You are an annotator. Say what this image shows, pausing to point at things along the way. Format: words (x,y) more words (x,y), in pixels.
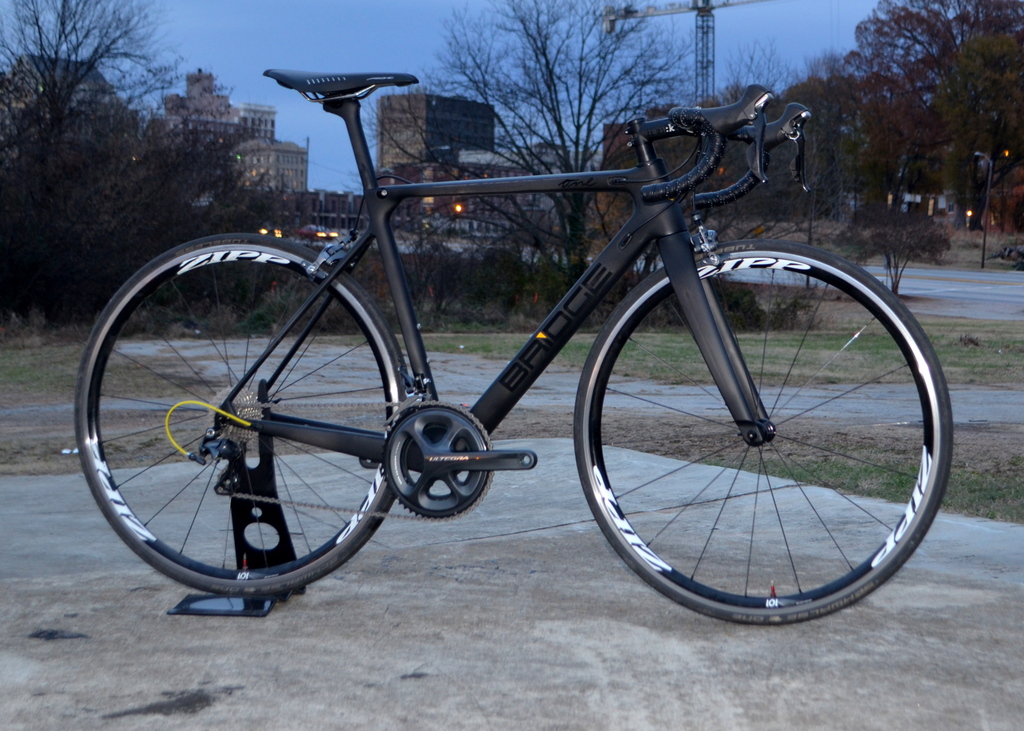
In the middle of this image (523,375), there is a bicycle (737,372) parked on a road (172,627). In the background (113,217), there are vehicles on a road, there are trees (551,114), buildings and there are clouds (337,0) in the sky (184,33).
